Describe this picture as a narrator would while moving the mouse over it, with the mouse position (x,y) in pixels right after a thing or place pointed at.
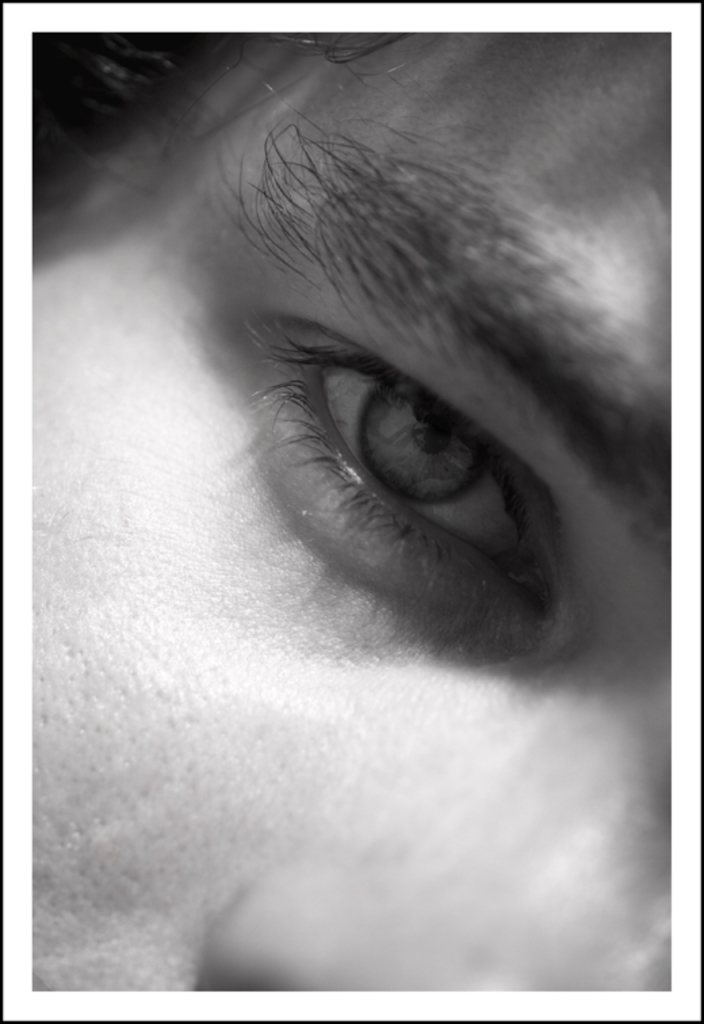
This is a black and white image. In this image we can see only one eye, nose (279,926) and eyebrows (290,236) of a person (136,433).
